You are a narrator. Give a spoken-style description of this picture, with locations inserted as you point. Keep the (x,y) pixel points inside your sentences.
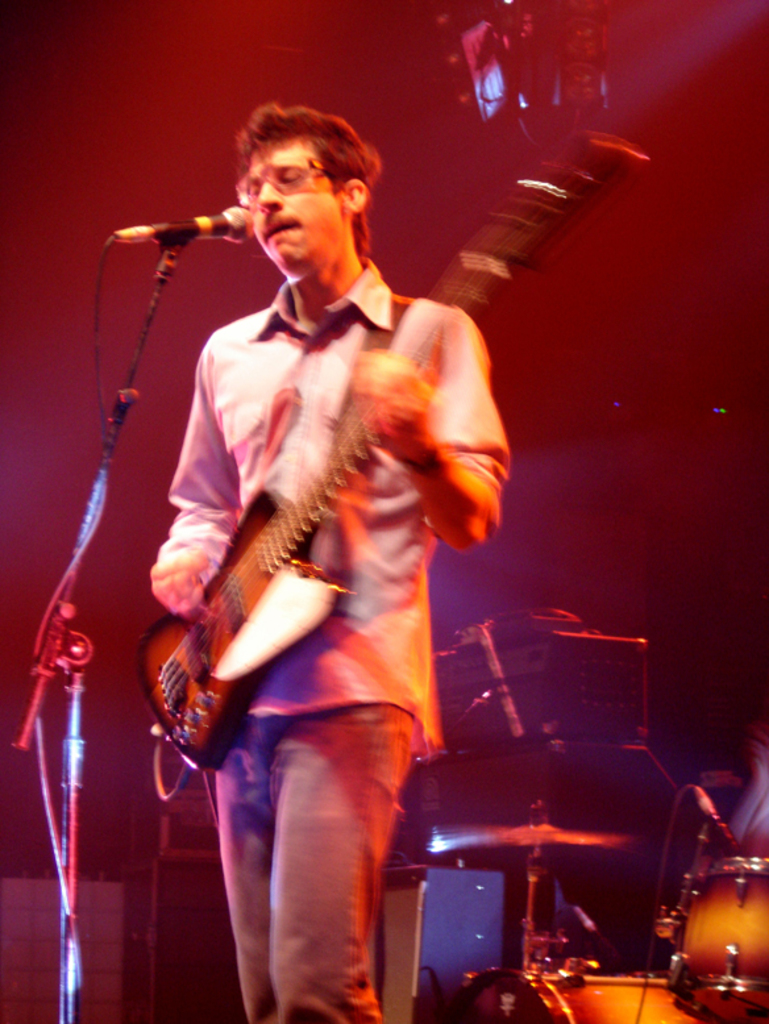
In this image I can see a man (450,416) is standing and I can see he is holding a guitar (292,610). Here I can see a mic (191,233) and in the background (583,1003) I can see drum set (536,1007). I can also see this image is little bit blurry.
